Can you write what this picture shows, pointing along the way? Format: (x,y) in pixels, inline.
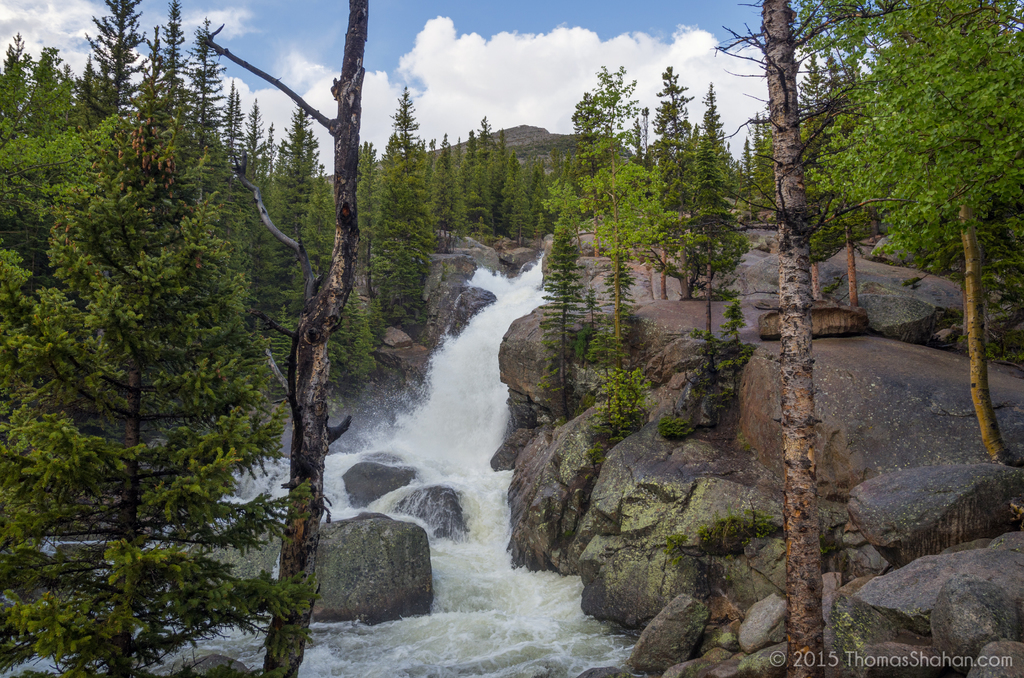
In this image there are rocky mountains (698,307). There are trees (596,212) on the mountains (602,260). In the center (505,321) there is a waterfall (368,508). At the top (462,55) there is the sky (496,77).
